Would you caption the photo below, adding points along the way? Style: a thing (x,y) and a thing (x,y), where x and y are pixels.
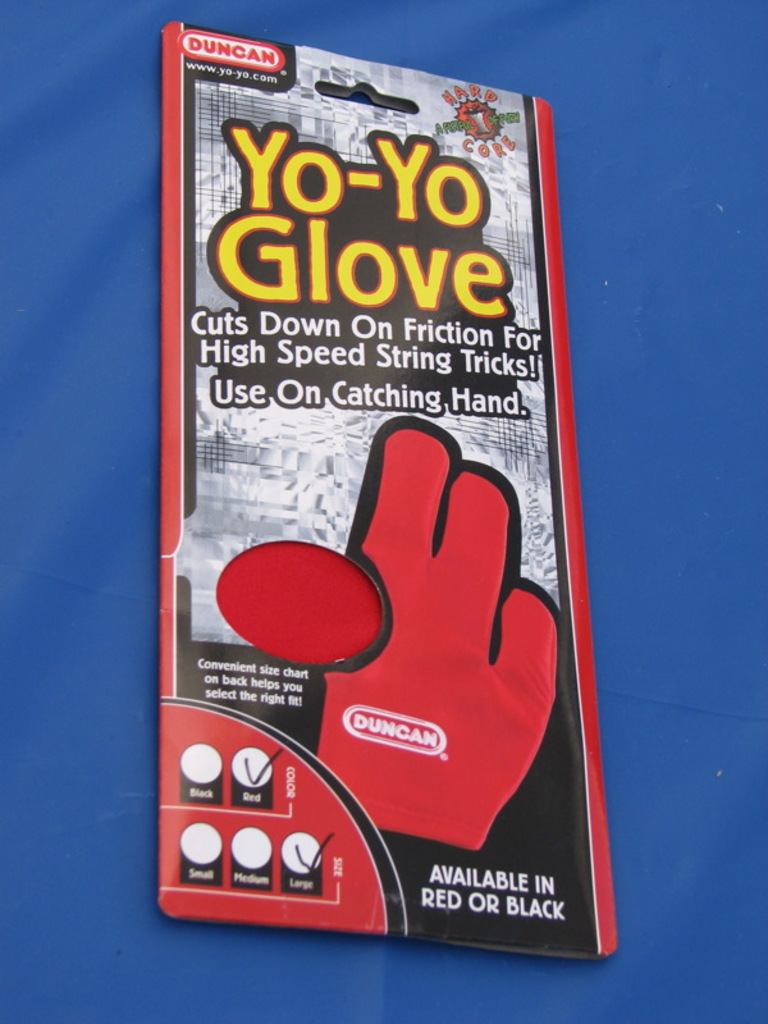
In the foreground of this image (305,708), it looks like a sachet (341,397) on the blue surface (659,328).
